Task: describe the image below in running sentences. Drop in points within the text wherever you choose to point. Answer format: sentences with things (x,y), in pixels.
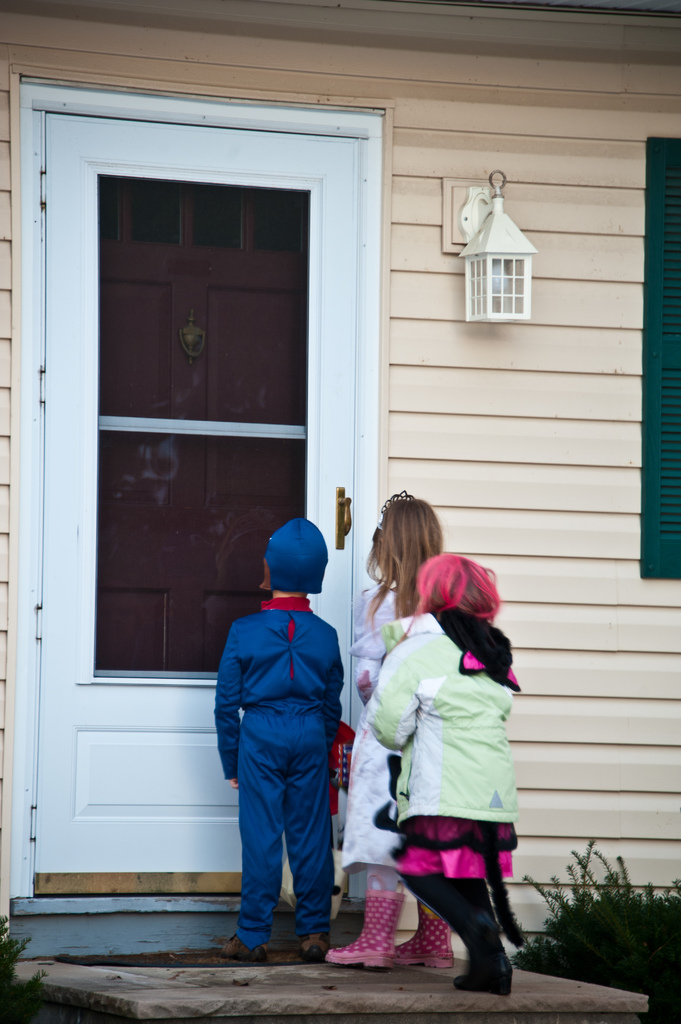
In this image there are three kids (415,871) standing near the door (50,486) of a house (454,317), there are plants (679,919).
